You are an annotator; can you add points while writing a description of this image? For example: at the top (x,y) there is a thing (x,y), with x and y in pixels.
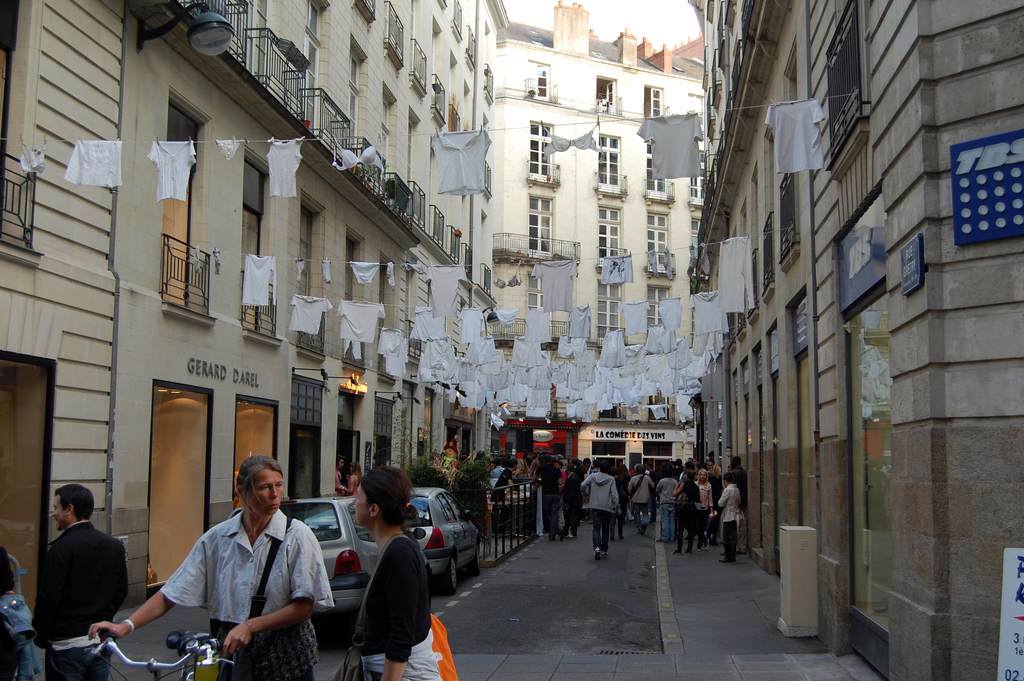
In this picture we can see there are groups of people (639,507) walking and some people (729,527) are standing on the path (337,643). On the left side of the people (386,552) there are some vehicles (342,547) parked on the path (450,595). Behind the people (391,512) there are buildings (258,450) and some clothes (97,157) are hanged to the ropes (409,137) and behind the buildings (491,132) there is a sky (636,15).
